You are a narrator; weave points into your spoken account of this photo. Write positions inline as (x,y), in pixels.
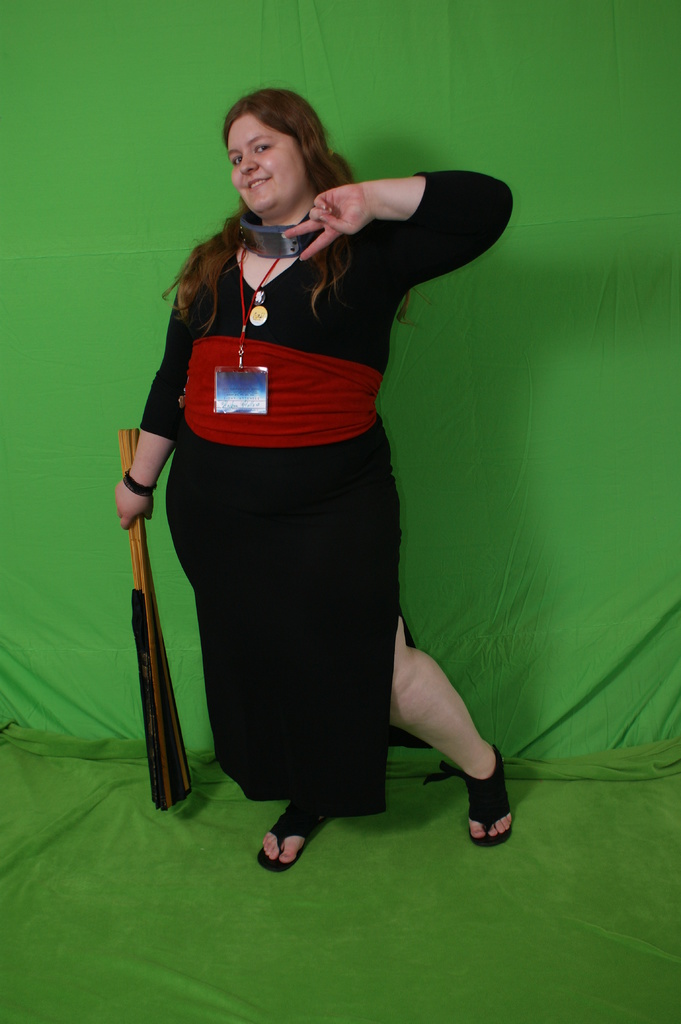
In this image we can see a lady (246,524) holding an object (154,746), also we can see the green colored mat (12,416).
